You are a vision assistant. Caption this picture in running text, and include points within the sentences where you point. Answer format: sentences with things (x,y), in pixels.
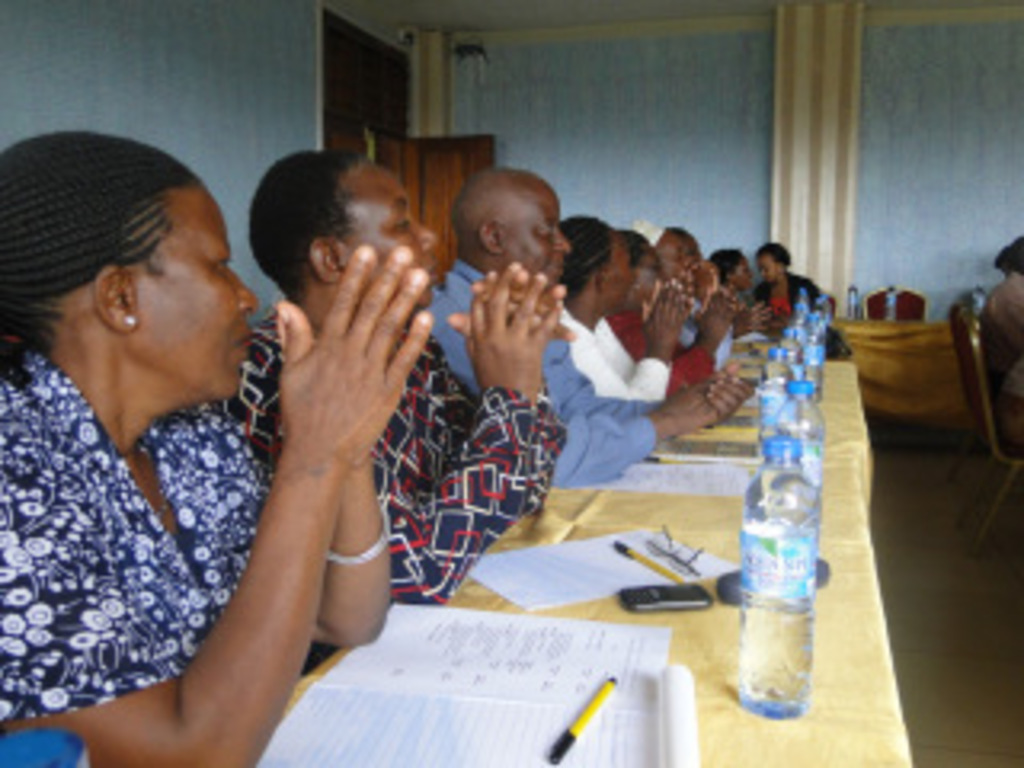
In this image I can see a group of people (402,523) are sitting in front of a table (715,593) on which I can see papers (578,667), pen (584,719), mobile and bottles (762,624). In the background (999,434) I can see a wall (739,160), door (391,59) and chairs (970,371). This image is taken may be in a hall (1018,613).
